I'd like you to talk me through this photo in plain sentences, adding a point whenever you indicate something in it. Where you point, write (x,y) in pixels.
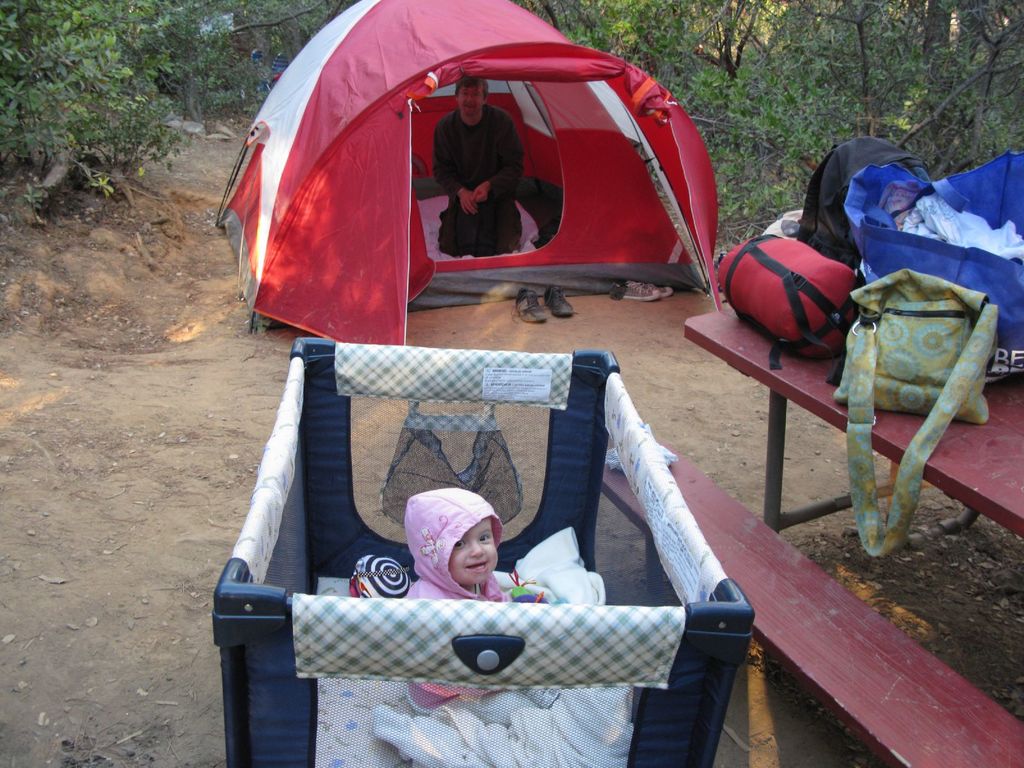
In this image I can see a baby (466,563) wearing pink colored dress (468,593) is sitting in the cradle (399,674) which is black in color. I can see a bench (875,621), few bags (923,437) on the bench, a red colored tent (382,189), a person (508,135) inside the tent (327,127), few pairs of shoe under the tent (386,69) and few trees (66,171) in the background (600,260).
